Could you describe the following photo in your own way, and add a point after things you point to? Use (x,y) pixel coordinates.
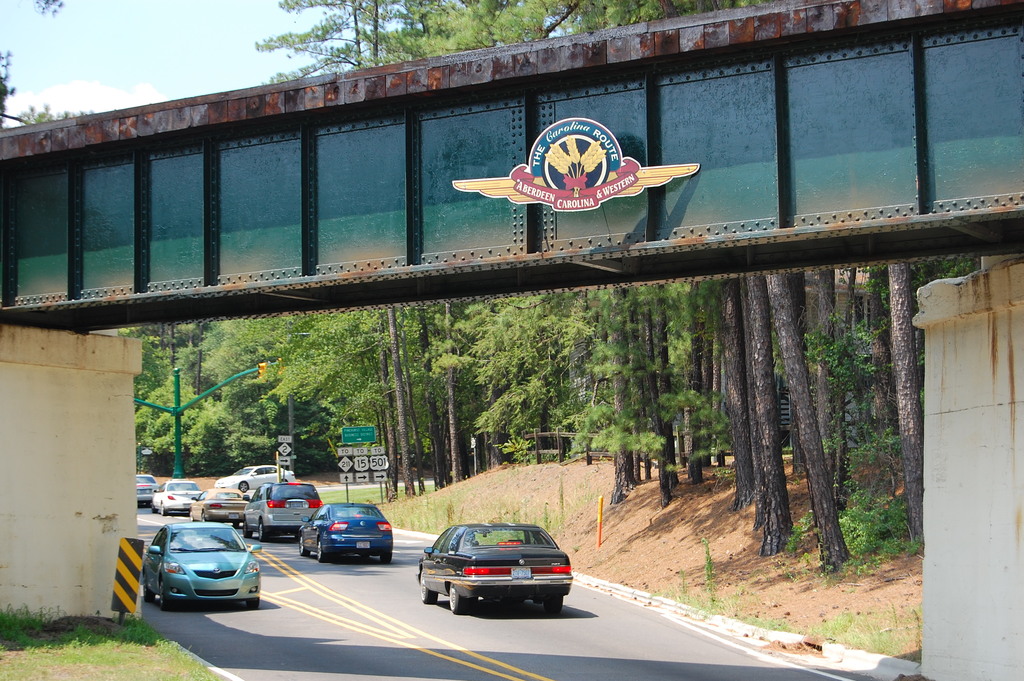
In this image we can see a bridge (576,256), wall (55,464), boards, vehicle (449,556), poles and other objects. In the background of the image (597,370) there are trees (391,399) and the sky (215,84). At the bottom of the image (499,647) there is the road (509,655). On the left side (105,642) bottom of the image (77,640) there are grass (132,657) and ground (105,620). On the right side of the image (929,473) there is a wall (1013,291).
